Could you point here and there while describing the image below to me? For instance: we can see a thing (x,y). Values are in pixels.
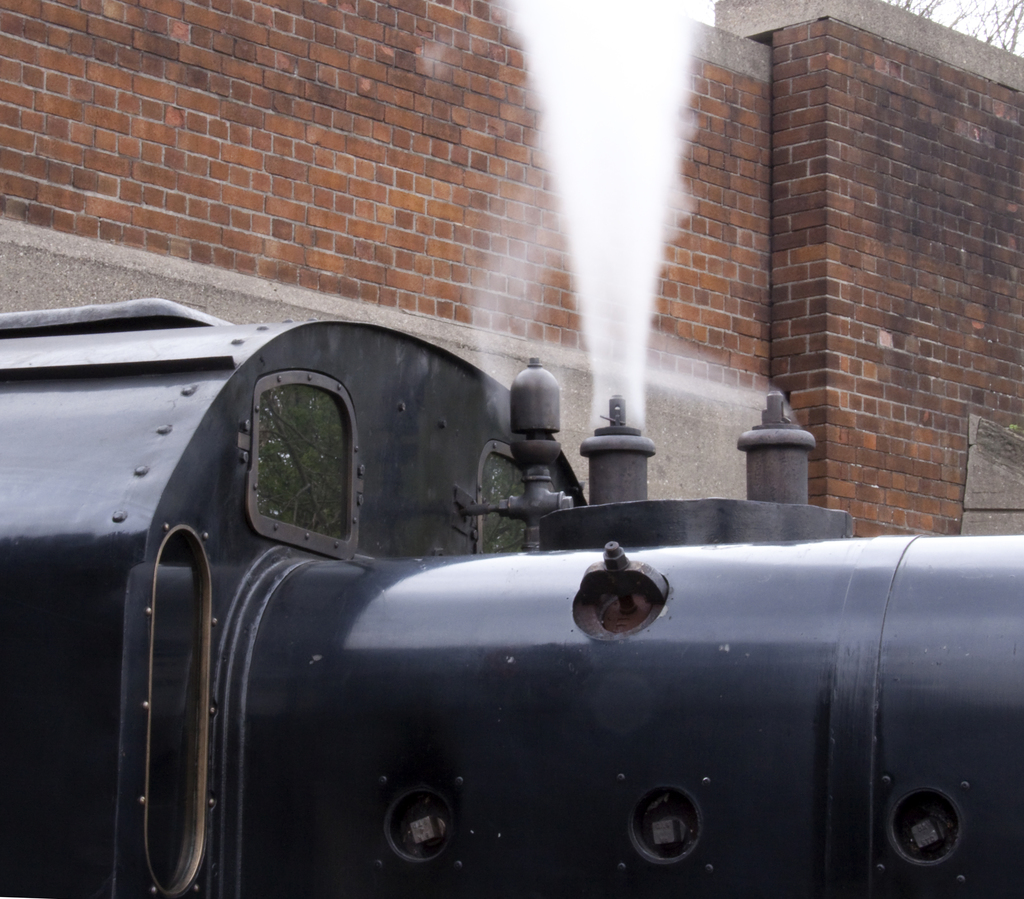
In this image, we can see a steam engine (526,791), glass objects (299,458) and smoke (649,375). Background (882,329) there is a brick wall (524,292). On the glasses (307,475) we can see trees reflections (502,492).
